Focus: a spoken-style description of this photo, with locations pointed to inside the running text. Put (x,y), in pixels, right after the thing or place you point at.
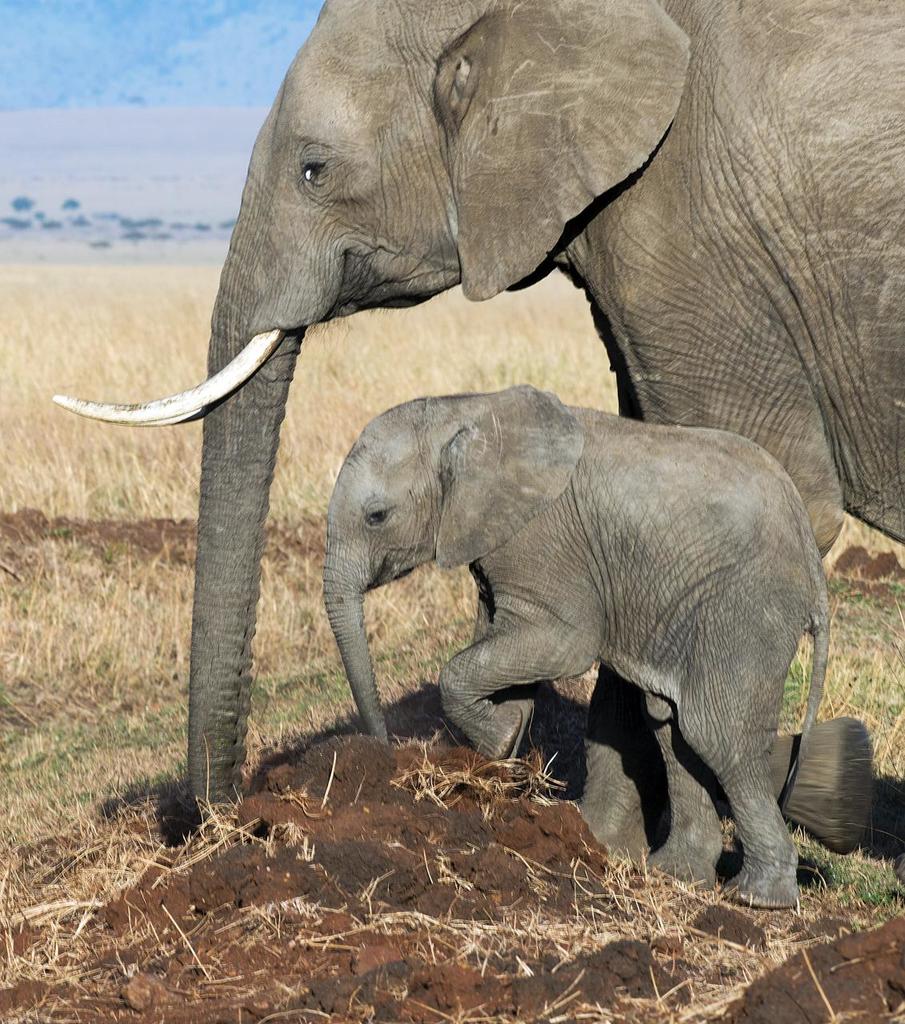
In this picture there is a baby elephant (530,385) who is standing near to the big elephant (811,364) who is having a white teeth (66,407). At the bottom (576,982) I can see the grass (137,441). In the background (197,163) I can see the trees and mountain (153,60).
